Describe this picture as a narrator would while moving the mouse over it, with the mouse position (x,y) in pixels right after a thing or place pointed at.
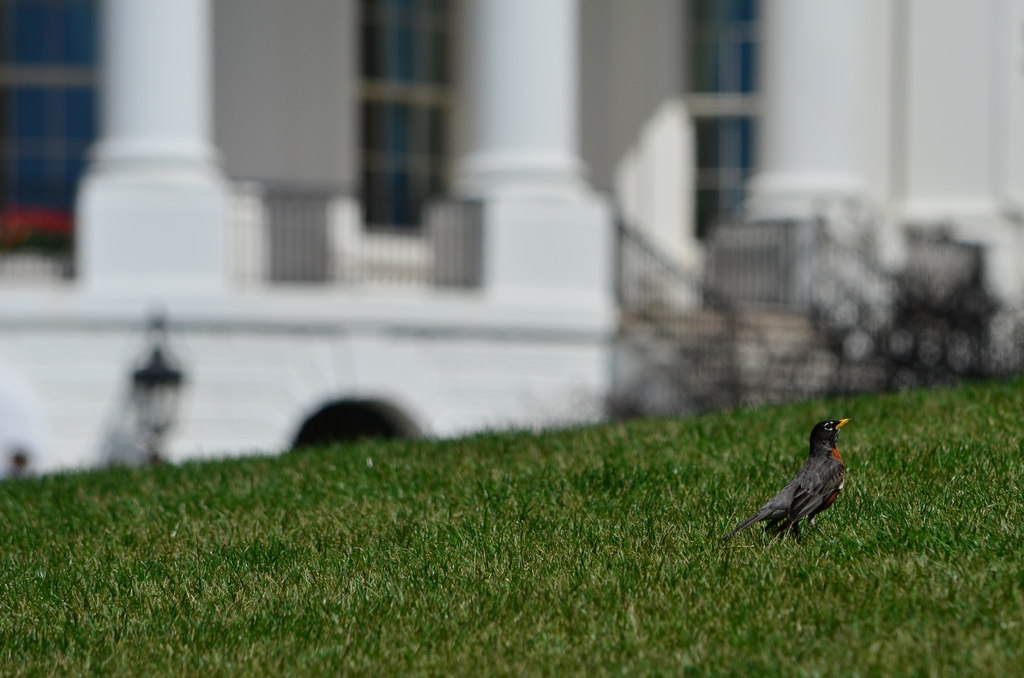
In this picture we can see a bird (830,452) on the grass (615,508), behind we can see the building (371,271).
